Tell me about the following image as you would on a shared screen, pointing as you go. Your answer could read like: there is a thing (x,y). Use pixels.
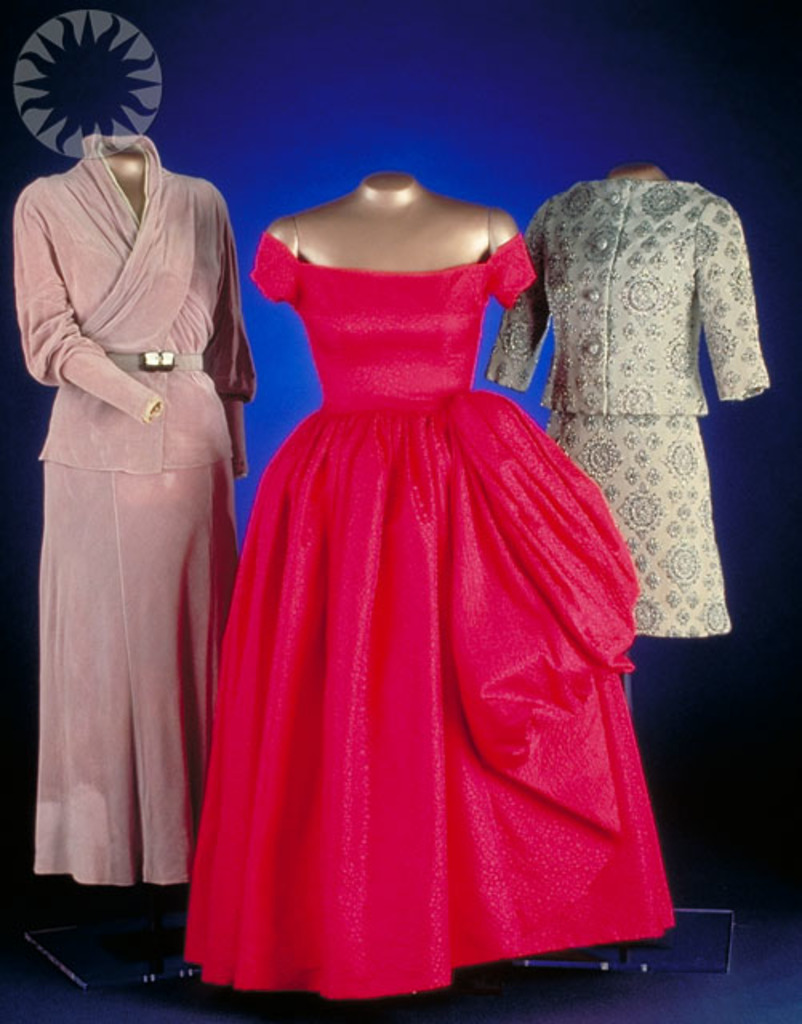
In this picture, we see three headless mannequins (308,341) in three different dresses (363,451). In the background (320,70), it is in blue color.
